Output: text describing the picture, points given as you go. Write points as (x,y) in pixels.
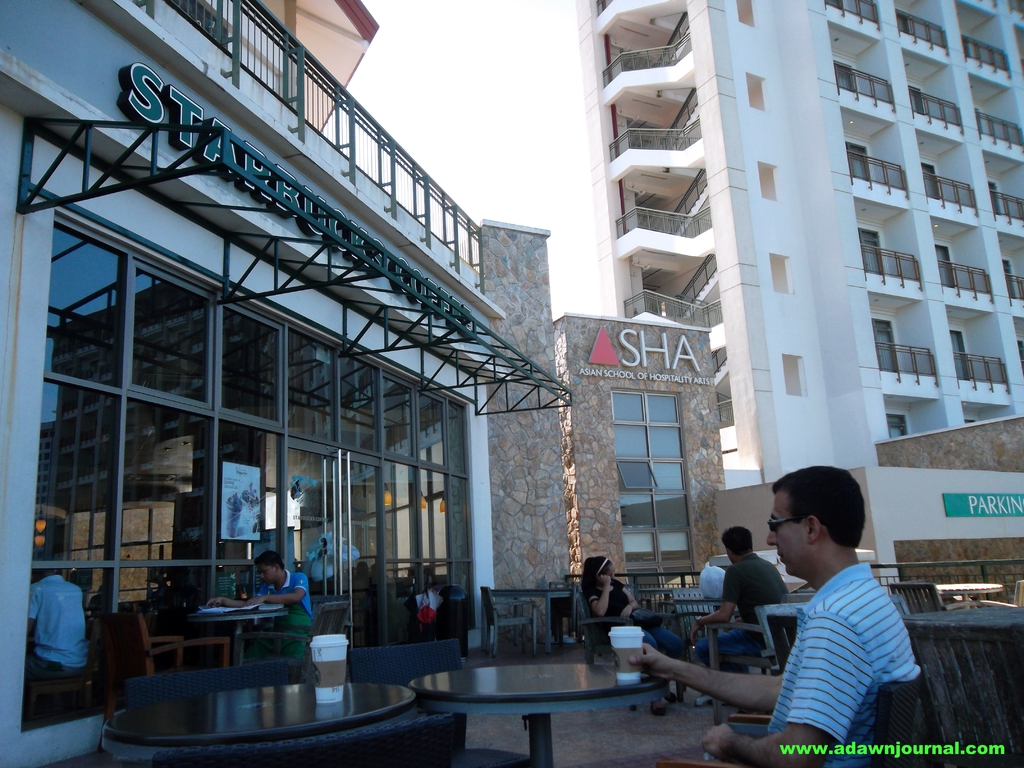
In this picture I can see there are few people (740,591) sitting and drinking coffee (325,656), there is a coffee shop (292,514) and in the backdrop (699,410) there are buildings (623,102) and the sky (432,95) is clear.
